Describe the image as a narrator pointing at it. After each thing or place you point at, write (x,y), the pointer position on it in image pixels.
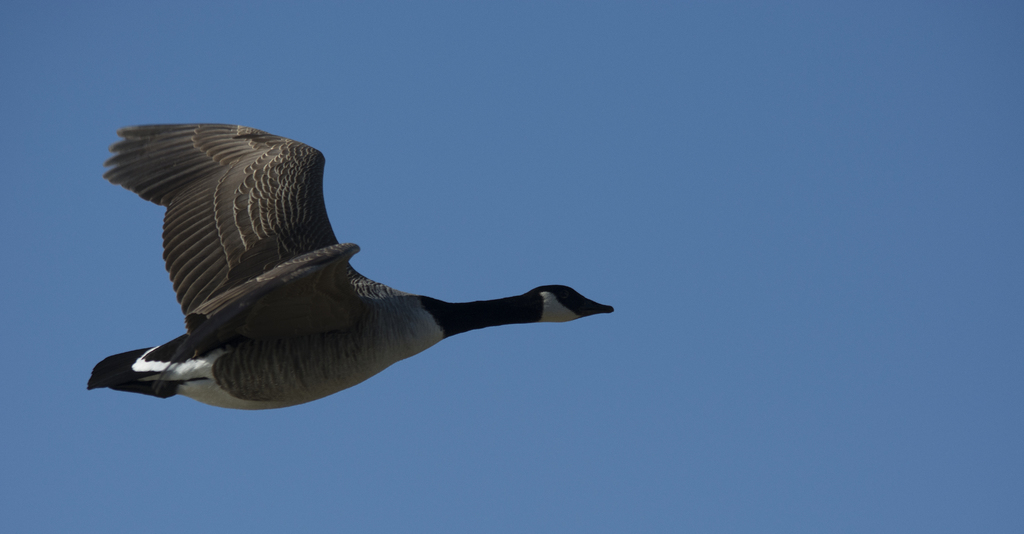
In this image we can see a bird (482,306) flying in the sky (492,290).
